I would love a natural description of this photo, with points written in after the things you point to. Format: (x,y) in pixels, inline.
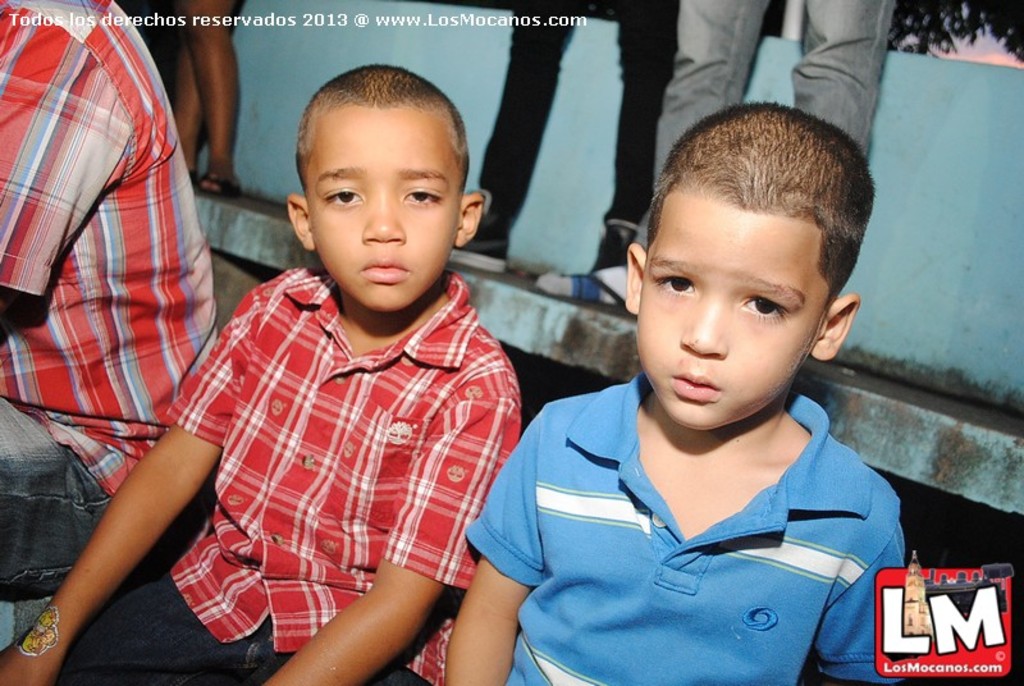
In the foreground of the picture (449,403) there are two kids (336,555). On the left (71,451) there is a person (101,243). In the background (435,46) there are people (648,42), wall (264,51) and trees (937,40). At the bottom (971,634) towards right (973,632) there is a logo (982,602).
